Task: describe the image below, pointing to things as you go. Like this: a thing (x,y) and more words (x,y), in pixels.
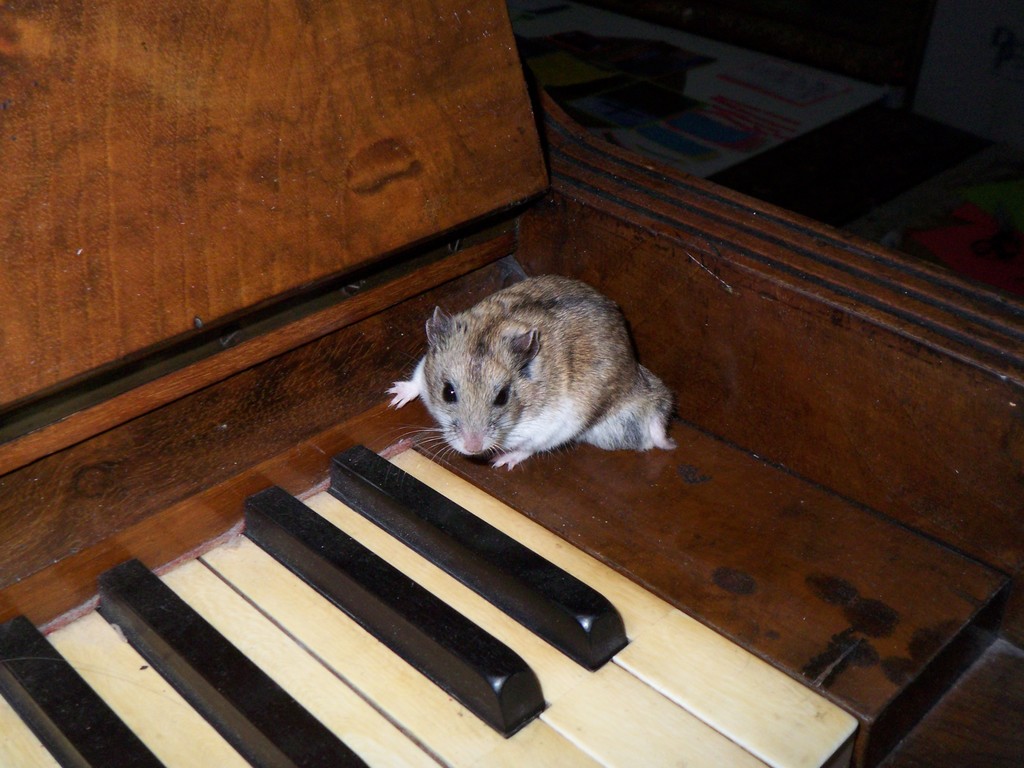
In this image at the bottom (632,602) there is a piano (490,527), and on the piano (680,285) there is a hamster (564,348). And in the background (659,104) there are some boards (796,124).
